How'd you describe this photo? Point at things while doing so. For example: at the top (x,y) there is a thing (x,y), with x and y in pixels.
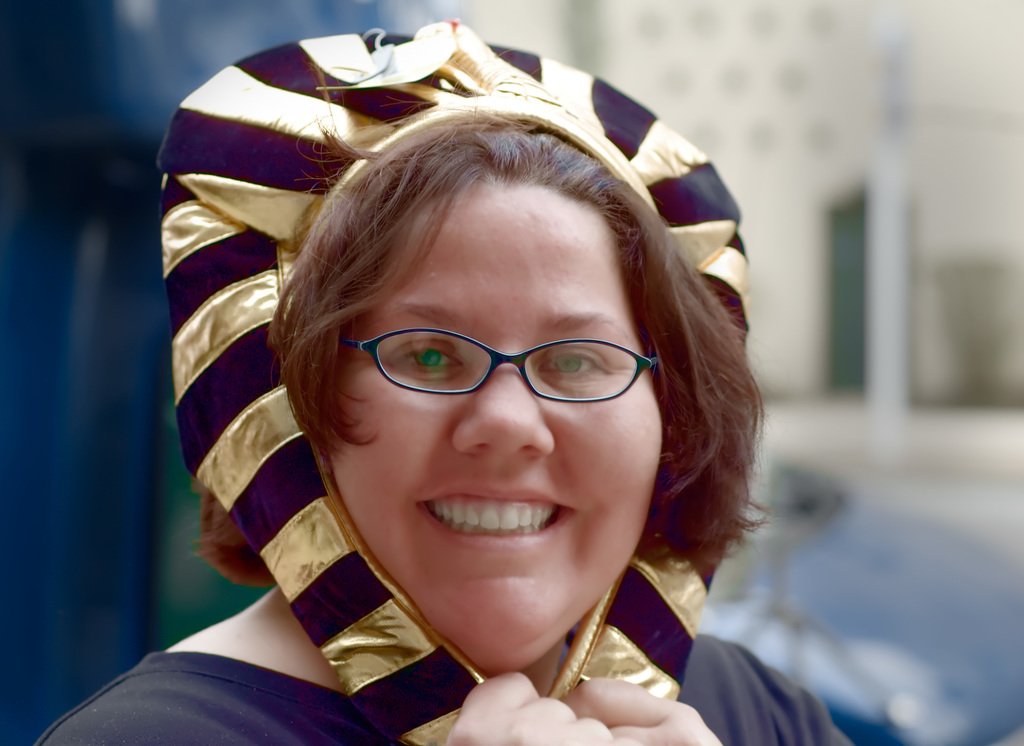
The picture consists of a woman (459,170) wearing a cap (272,299) and spectacles (476,362), she is smiling. The background (198,16) is blurred.
